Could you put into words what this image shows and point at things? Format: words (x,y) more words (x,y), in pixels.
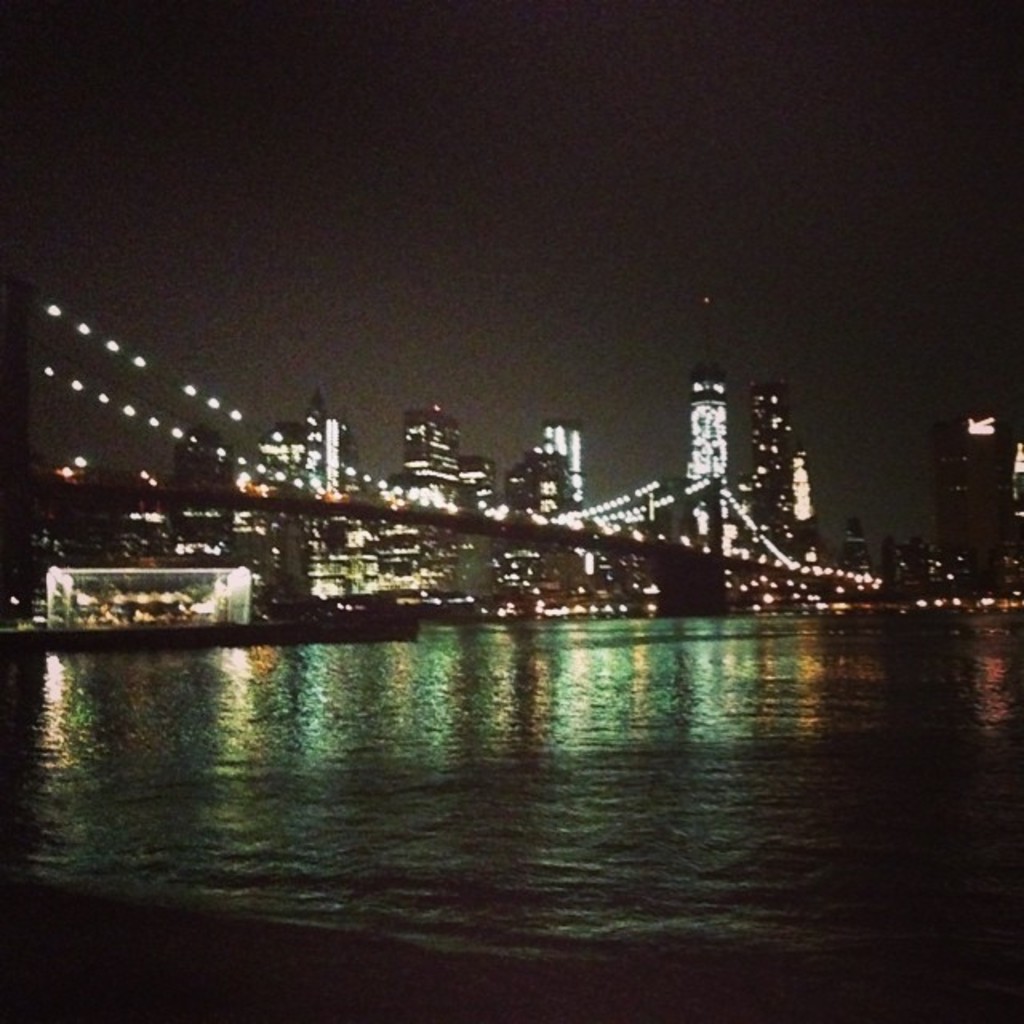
In this image we can see a few buildings (718,460) with lights (800,468), there is a bridge (713,599) above the water (725,763) and also we can see some other lights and the sky (812,366).
